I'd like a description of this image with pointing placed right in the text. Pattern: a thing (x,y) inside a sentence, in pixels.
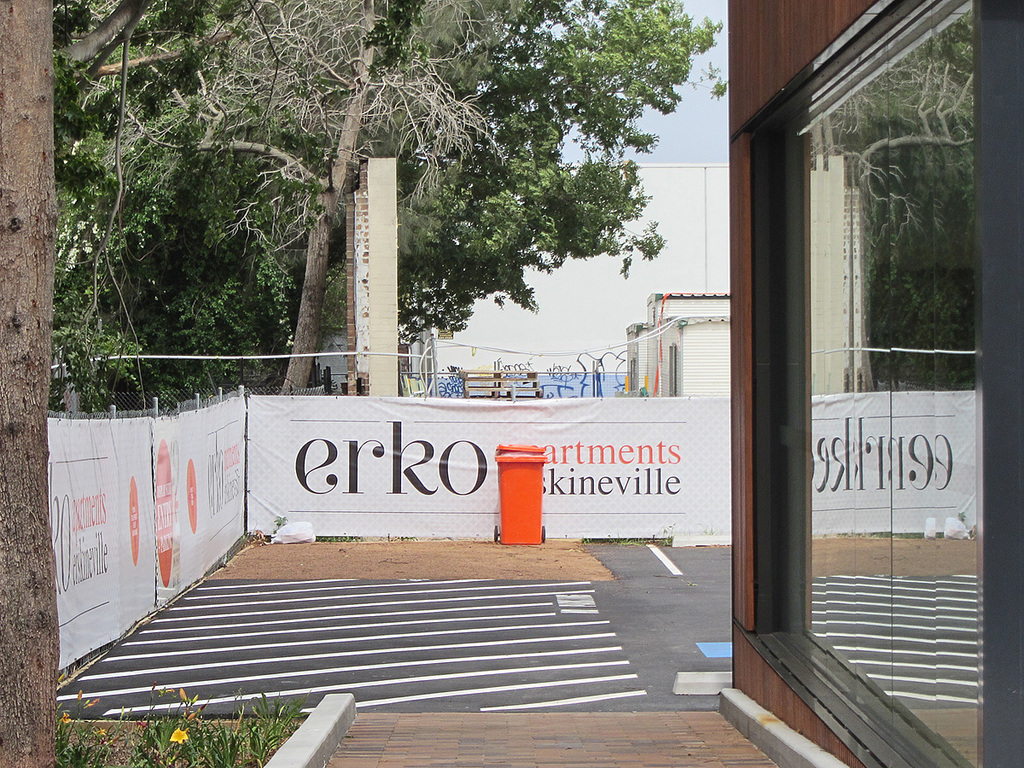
It is a building (802,183) and around the building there is a fence (358,454) and some banners (219,496) are attached to the fence (269,436), behind that there are few trees (169,107) and in the background (691,108) there is a sky (677,111).
